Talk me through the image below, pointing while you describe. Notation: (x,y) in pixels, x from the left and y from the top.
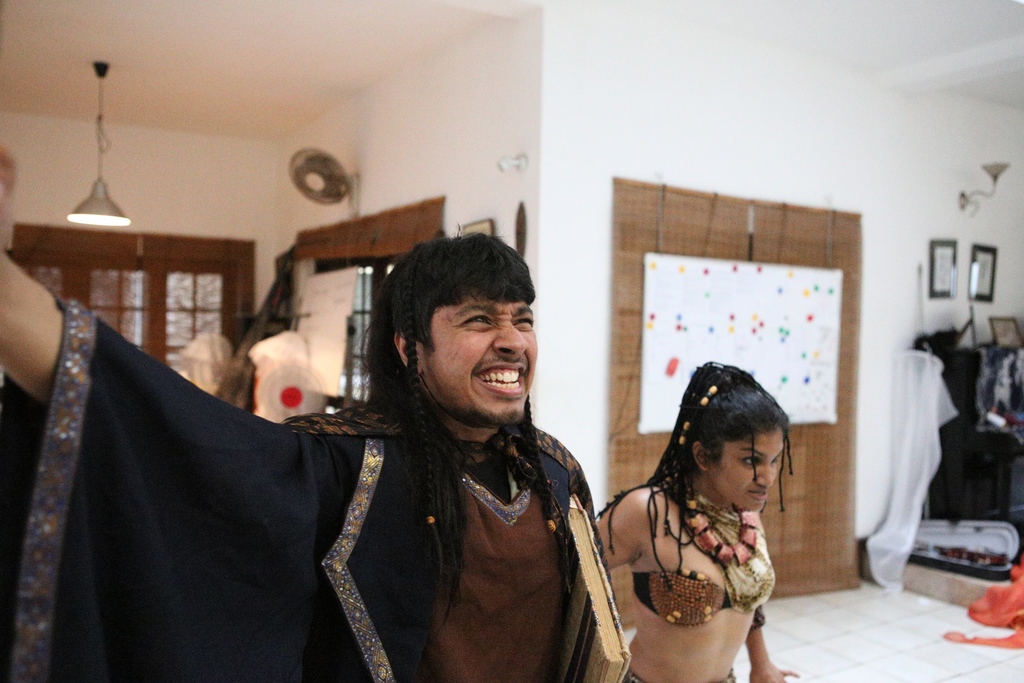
In this image we can see a man (506,564) and woman (762,642). In the background (957,610) we can see windows (108,236), objects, light (98,126) hanging to the ceiling (74,88), boards (788,403), frames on the wall (931,196), clothes (1000,369), light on the wall (1008,302), other objects (966,531) and we can see the floor (906,660).
